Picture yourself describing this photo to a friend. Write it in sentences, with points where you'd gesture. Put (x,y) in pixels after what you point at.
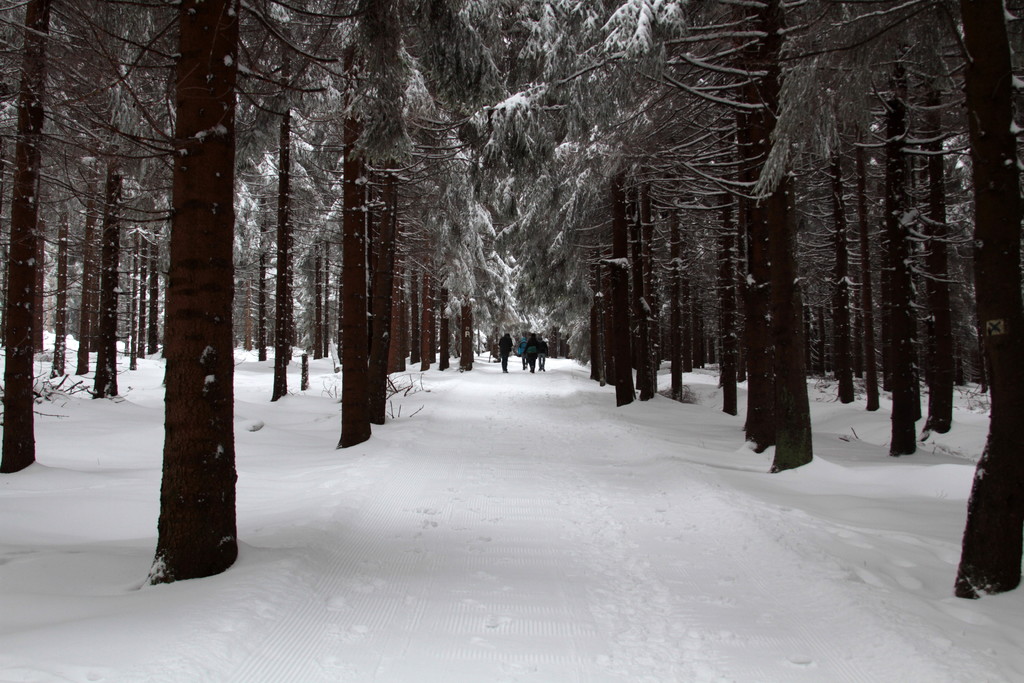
In this image I can see the white colored snow (528,514) on the ground (569,575), number of trees (182,73) and few persons (532,360) standing on the snow (476,371).
